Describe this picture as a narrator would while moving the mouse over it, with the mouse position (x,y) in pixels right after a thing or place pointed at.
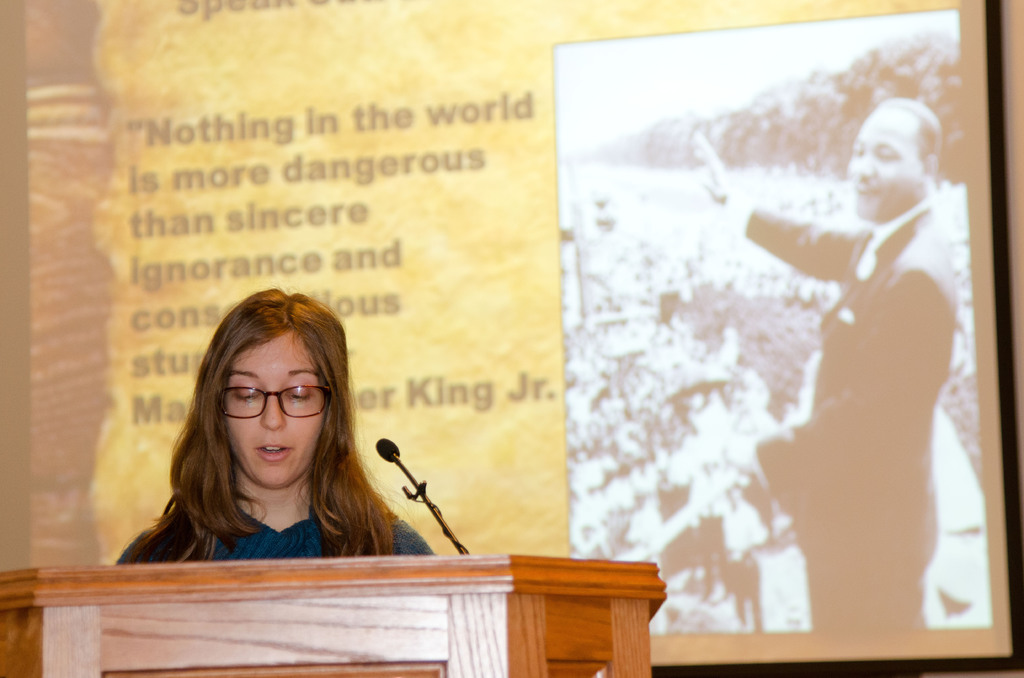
In this image we can see a person (267,521) standing near the podium (389,613) and a mic (454,540) to the podium (572,595) and in the background (361,41) there is a presentation screen (604,61) with text (476,157) and image (861,257).
